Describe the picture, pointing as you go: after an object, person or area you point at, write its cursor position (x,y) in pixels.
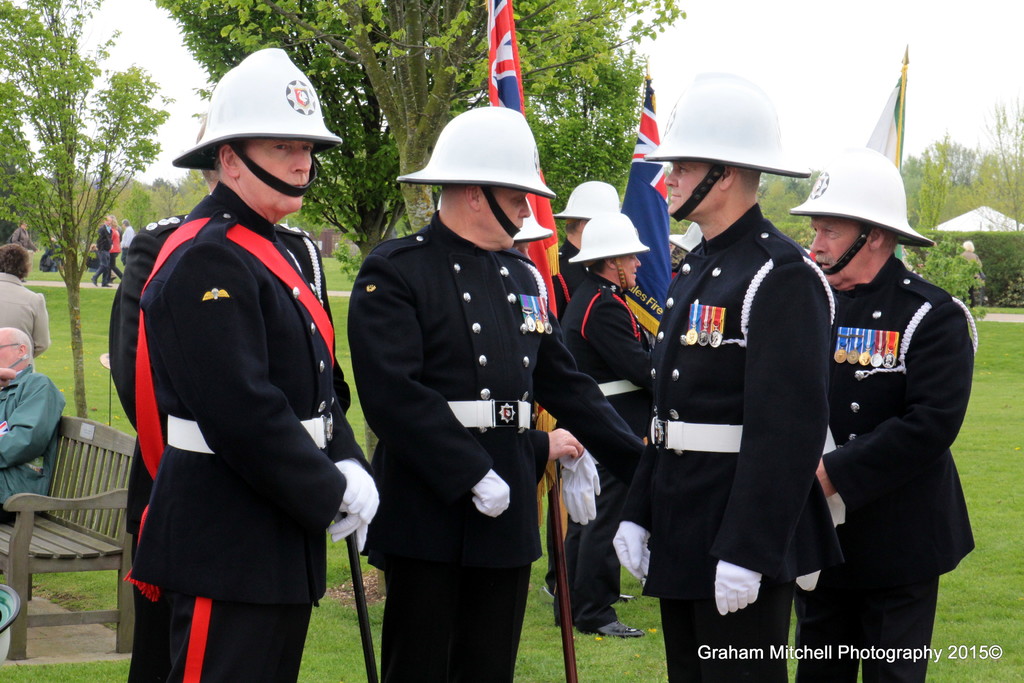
In the foreground (634,456) I can see a group of people (652,390) are standing on grass (620,620) are wearing helmets (890,192) on their head (638,247) and holding sticks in their hand (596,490). In the background (365,141) I can see text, flag poles (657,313), a person (35,408) is sitting on a bench (89,501), crowd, trees (77,261), tent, house (324,248) and the sky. This image is taken may be in a park (237,23).
